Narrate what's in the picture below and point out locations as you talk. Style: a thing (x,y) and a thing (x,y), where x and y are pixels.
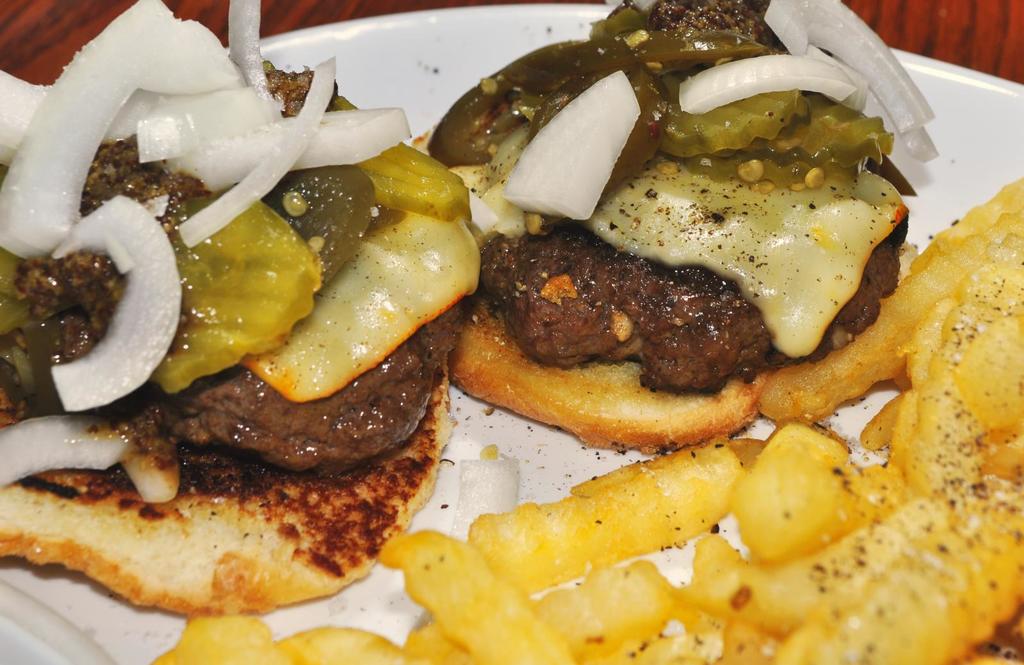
Here in this picture we can see some food (719,361) in the white plate (944,168).
